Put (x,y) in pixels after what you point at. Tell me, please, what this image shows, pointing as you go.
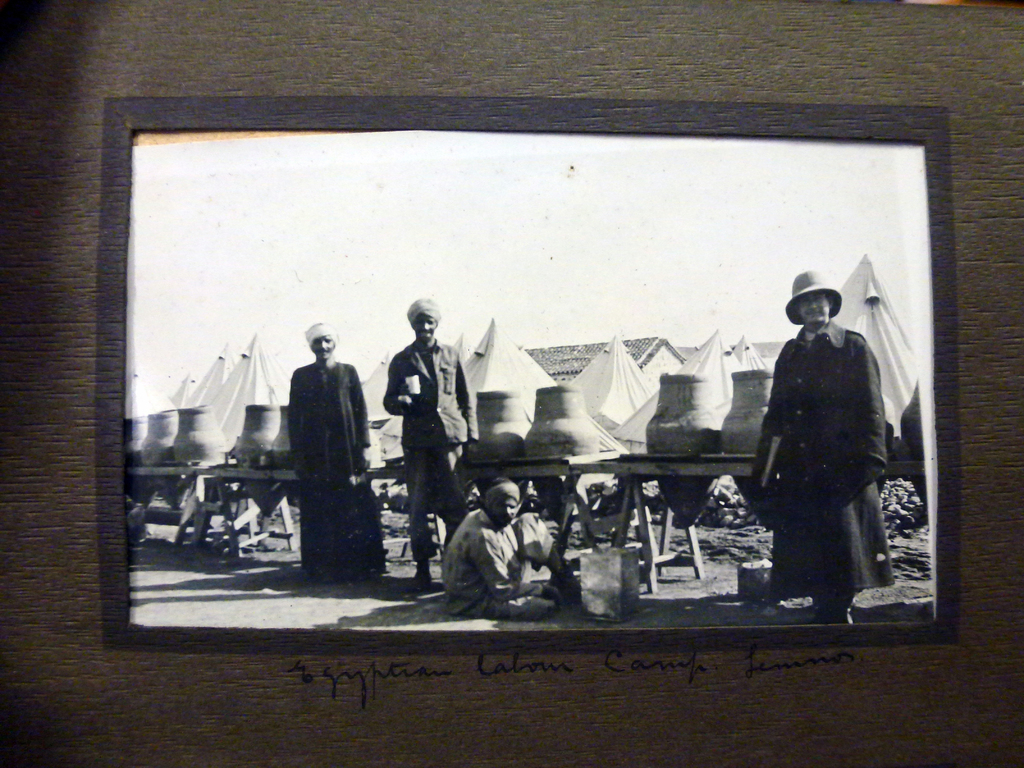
In this image, we can see a black and white frame (402,340) on the board (75,544) and there are people (427,385) and we can see sheds (592,369) and benches (627,460). At the bottom (317,586), there is a road (347,606) and we can see some text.
